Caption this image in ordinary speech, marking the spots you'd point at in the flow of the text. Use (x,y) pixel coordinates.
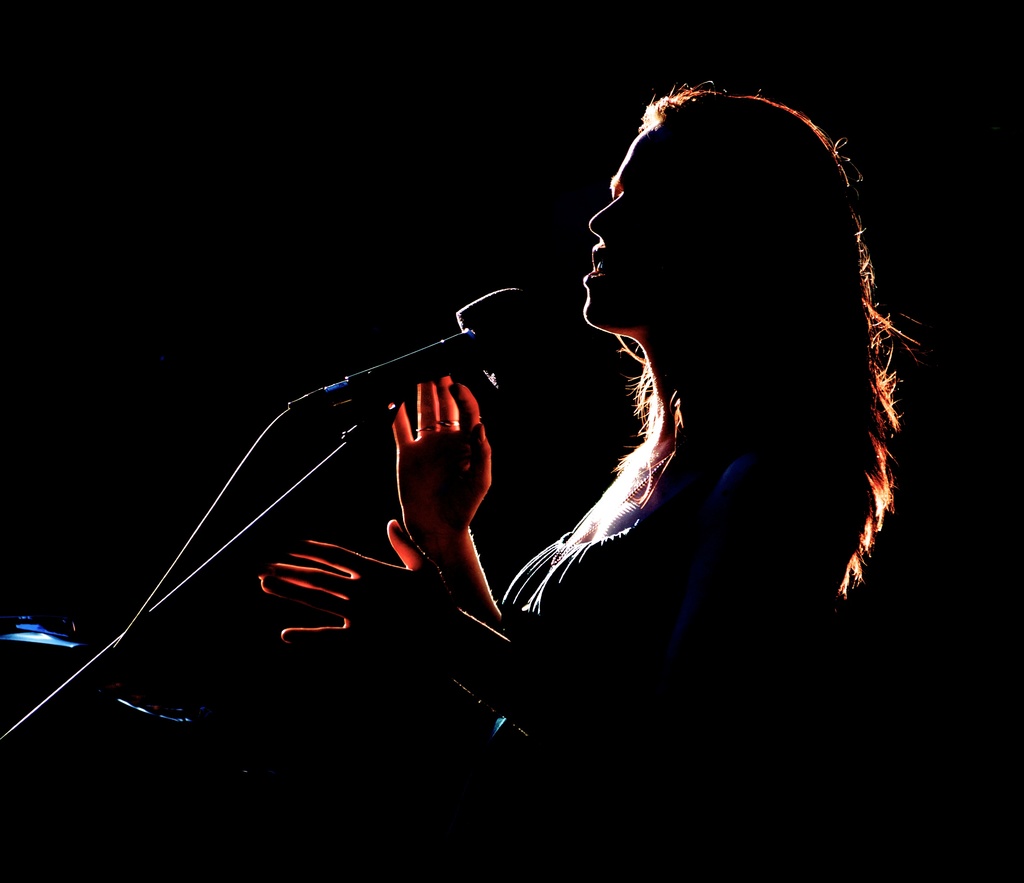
In this image we can see there is a girl (639,825) singing in microphone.
